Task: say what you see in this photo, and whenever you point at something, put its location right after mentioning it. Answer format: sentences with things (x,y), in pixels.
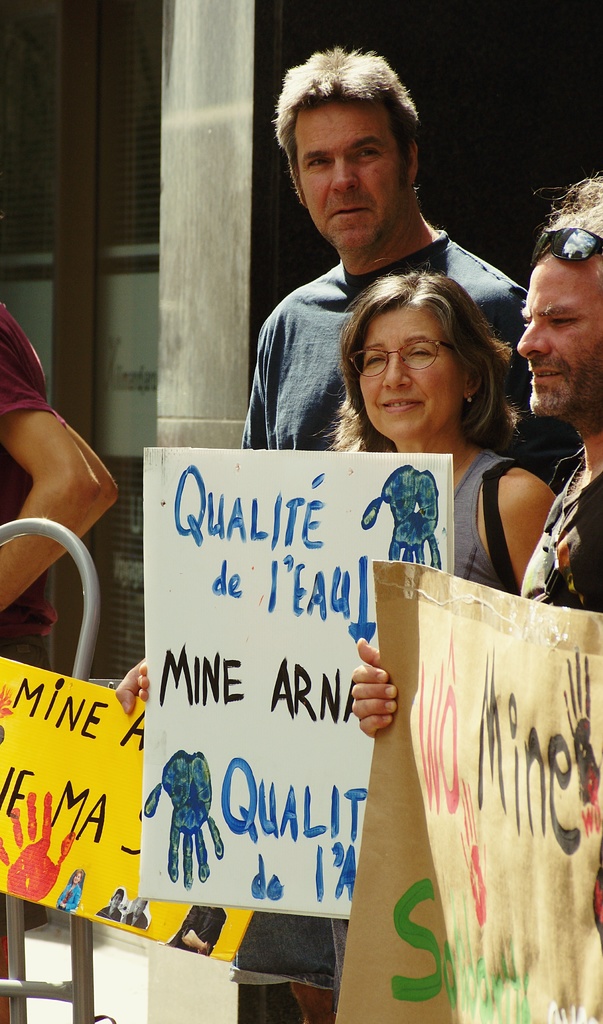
In this picture we can see four people (11,650) where three are holding posters (370,545) with their hands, spectacle (428,348), goggles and in the background (75,329) we can see a pillar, windows (101,160).
